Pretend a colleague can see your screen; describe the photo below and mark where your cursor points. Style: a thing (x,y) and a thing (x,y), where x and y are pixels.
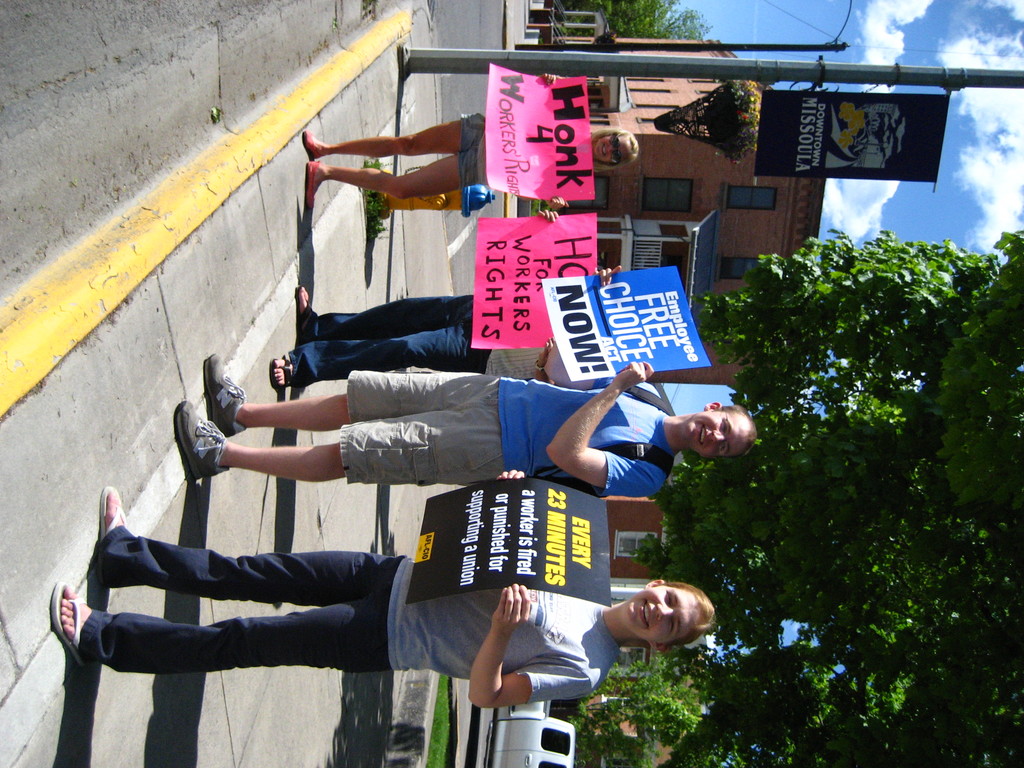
In this image I can see at the bottom (528,633) a woman (518,642) is holding the placard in her hands (506,636), she is smiling beside her a man (663,452) is also doing the same, he wore blue color t-shirt (540,434), short (488,446), shoes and few other people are there. In the middle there are trees (889,290), at the top (714,159) it looks like a house (769,196).
